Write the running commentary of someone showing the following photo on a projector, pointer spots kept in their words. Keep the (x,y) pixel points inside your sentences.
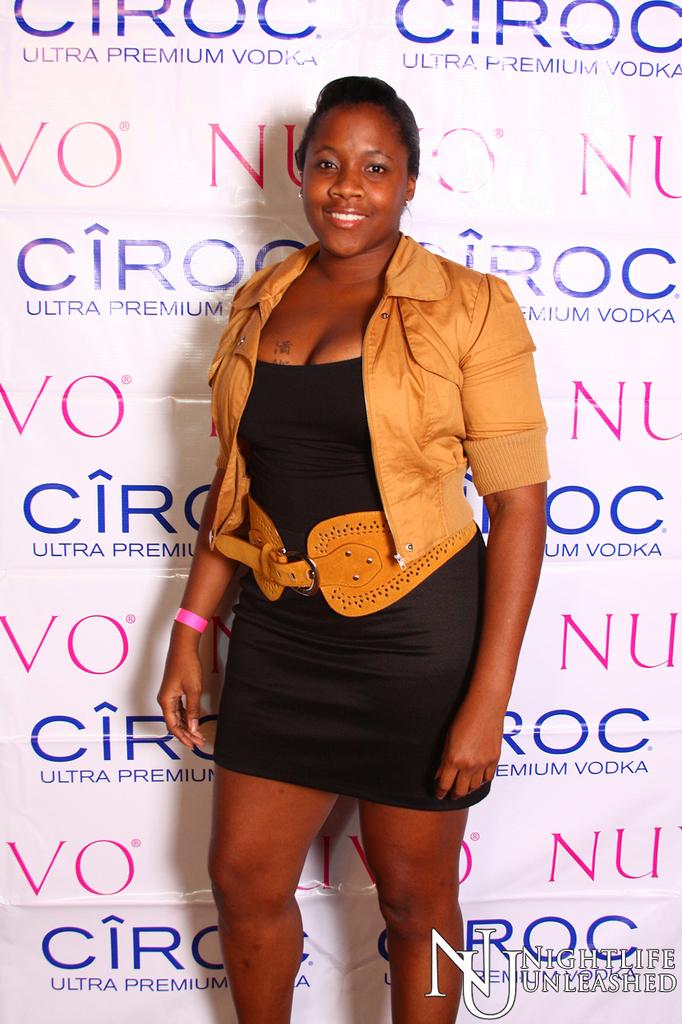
In this image there is a lady (331,623) standing with a smile on her face (318,176), behind her there is a wall (188,555) with sponsor name (166,737) on it.
